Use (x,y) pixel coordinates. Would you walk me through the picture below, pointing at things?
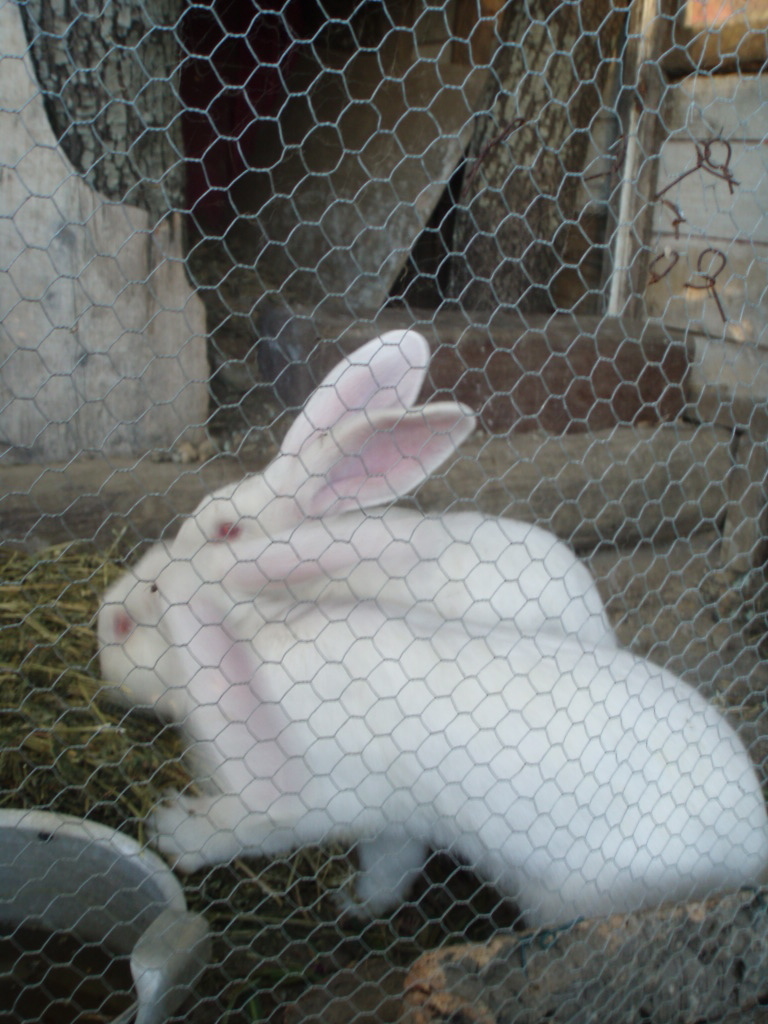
In this image we can see rabbits (383,810) and grass (116,754) through a mesh (390,756).
